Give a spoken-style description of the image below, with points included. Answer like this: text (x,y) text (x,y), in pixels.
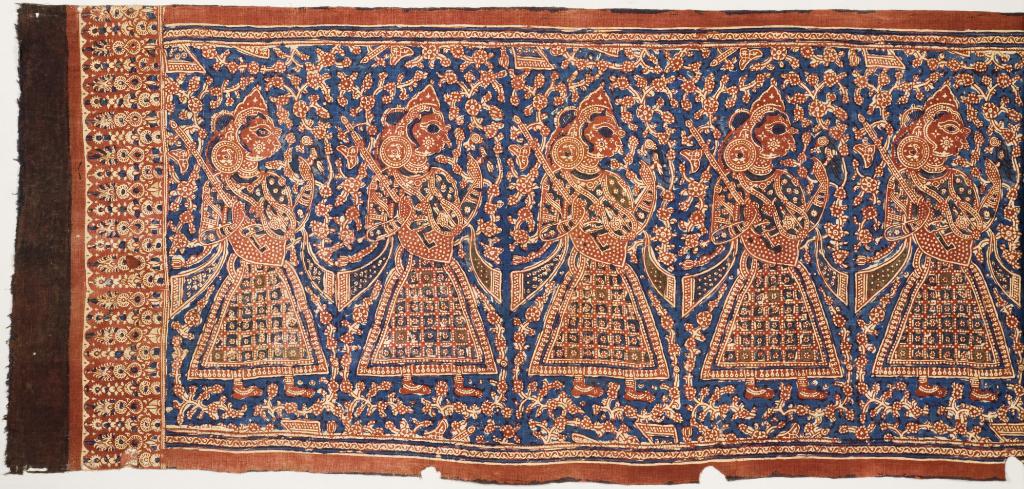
In the image there is a carpet (260,298), it is having a lot of designs (325,226).
